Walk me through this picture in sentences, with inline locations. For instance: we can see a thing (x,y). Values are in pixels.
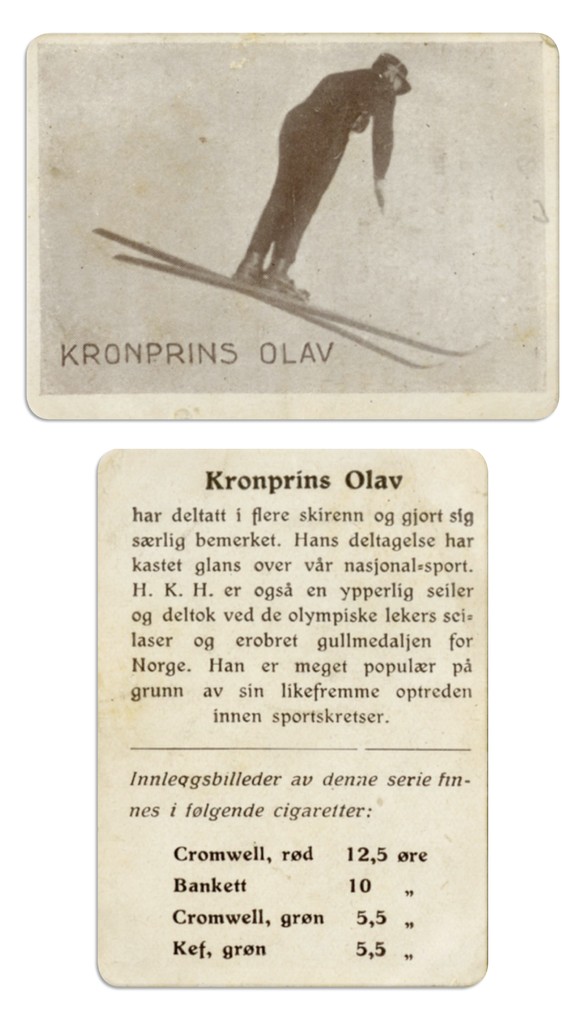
These are the two papers (187,459). I can see the picture (257,304) of the man (285,217) standing with the ski boards (243,285). These are the letters (251,853) and numbers (371,848) on the paper (281,834).
